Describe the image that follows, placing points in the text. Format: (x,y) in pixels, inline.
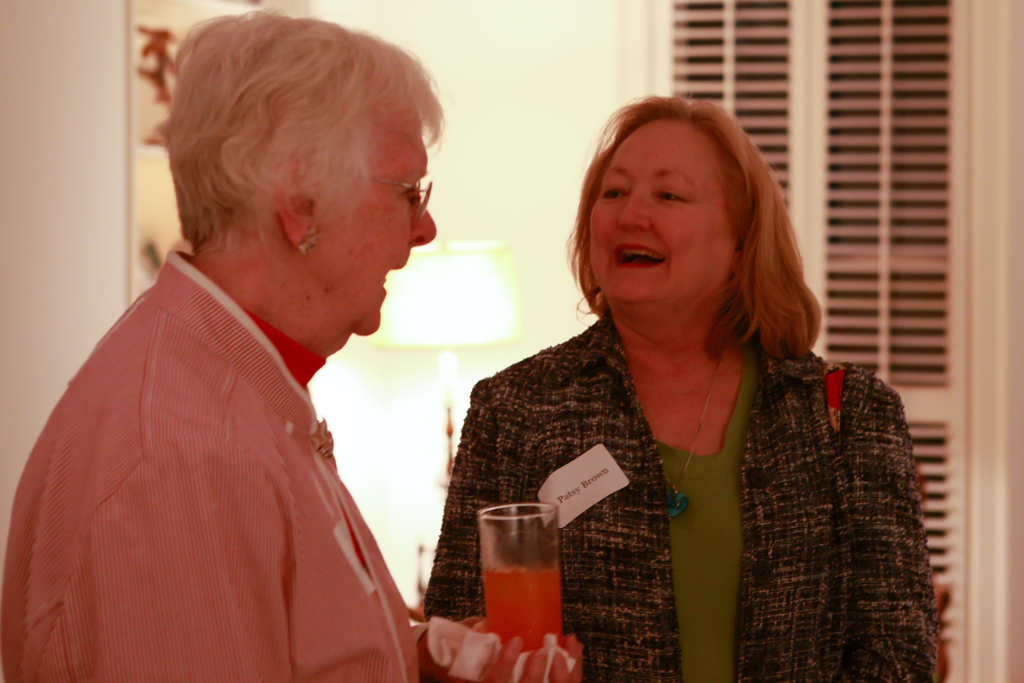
In the image there are two women (287,629), the first woman (396,674) is holding the glass (496,590) in her hand (529,654) and both the women (642,356) are laughing, the background of the woman (479,413) is blur.
